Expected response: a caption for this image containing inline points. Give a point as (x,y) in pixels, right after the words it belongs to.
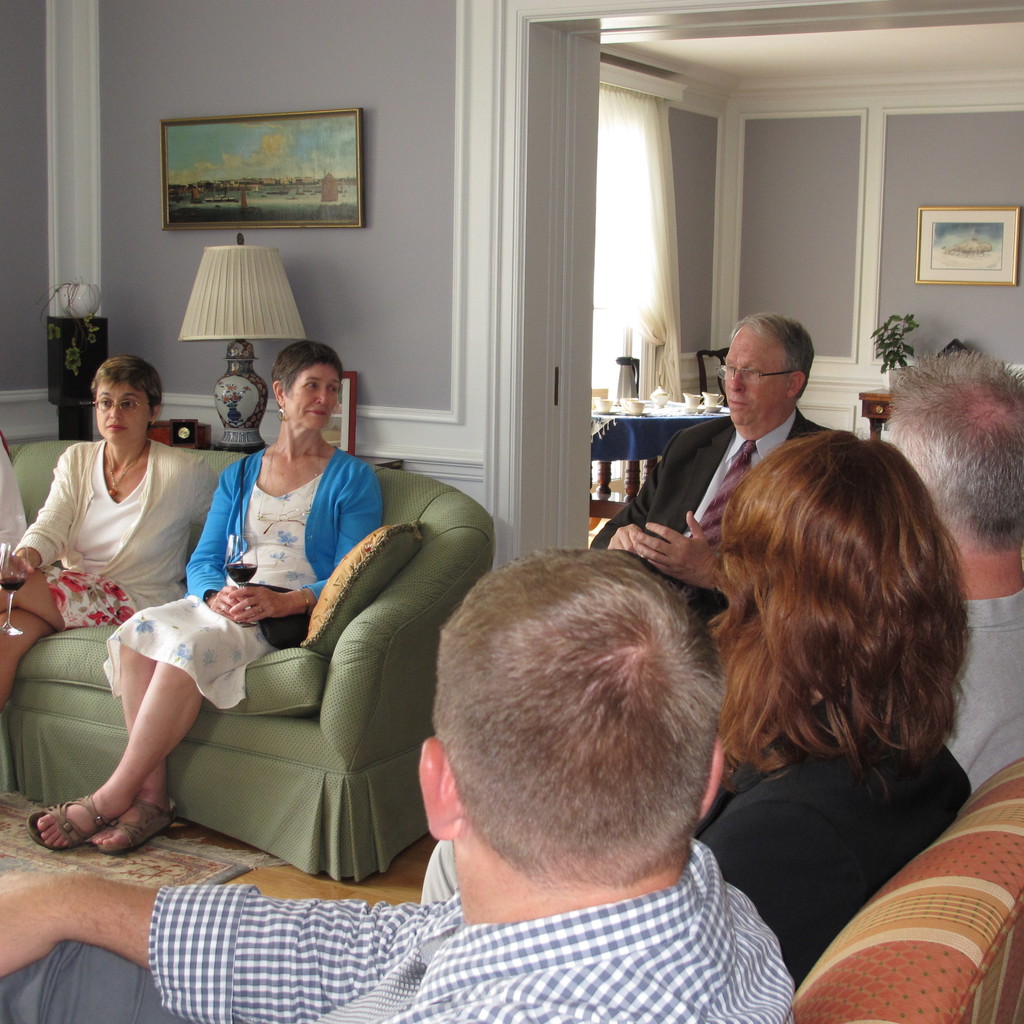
This picture describes about group of people (600,761), they are seated on the sofas (287,780), in the background (631,386) we can see a light (270,287) and other things (152,436) on the table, in the background (634,426) we can find a table (665,426) and paintings (315,150) on the wall (850,251).
